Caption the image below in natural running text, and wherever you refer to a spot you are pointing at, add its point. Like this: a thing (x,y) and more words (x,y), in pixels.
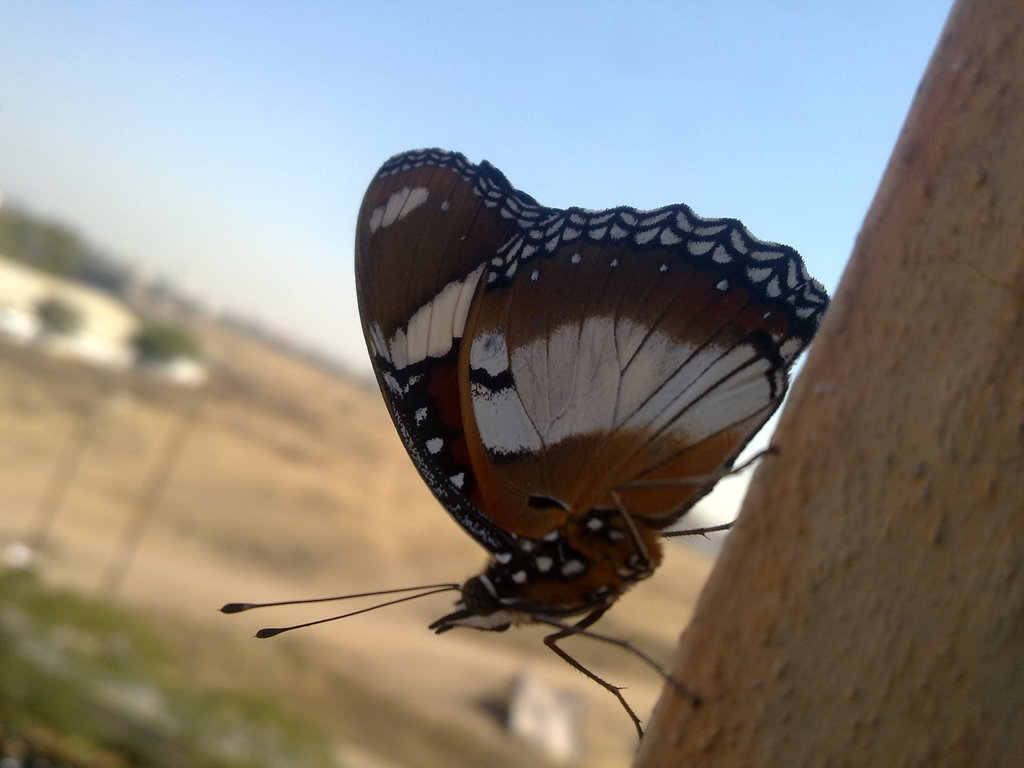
In this image I can see a butterfly (689,348) on the brown surface (891,459). Butterfly (611,431) is in brown, white and black color. Back I can see few trees (115,265) and sky (245,126) is in white and blue color. It is blurred.
